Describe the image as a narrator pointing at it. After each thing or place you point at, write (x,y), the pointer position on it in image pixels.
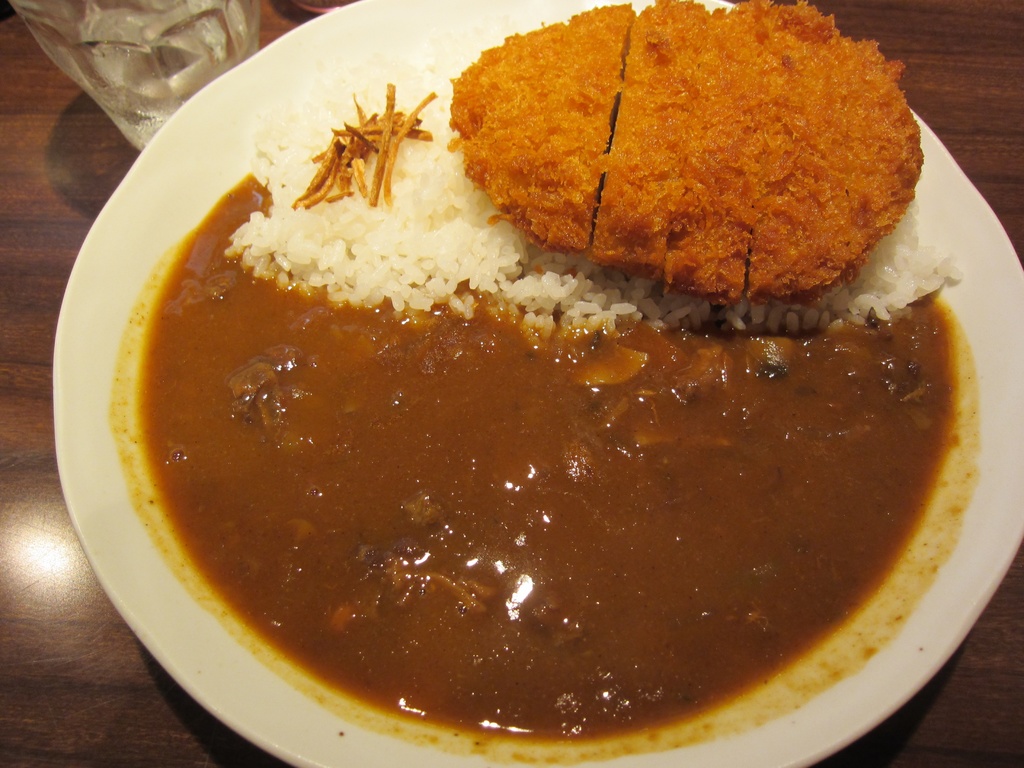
In the middle of this image (652,502), there are food items (822,303) arranged on a white color plate (126,523), which is placed on a wooden table (1005,134), on which there is a glass (216,63) arranged. And the background (1016,151) is brown in color.
